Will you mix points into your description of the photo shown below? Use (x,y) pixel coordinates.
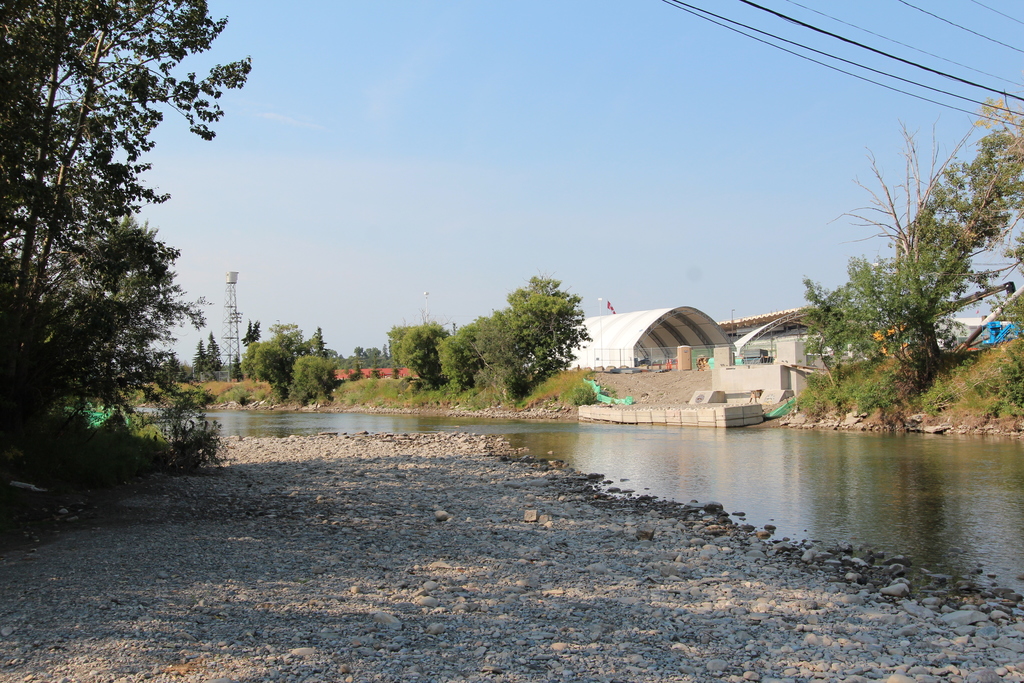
In this image there are trees (1019,208) and we can see a tunnel (714,339). At the bottom (576,596) there are stones (488,545) and we can see water (661,470). In the background (430,319) there is a tower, sky (508,90) and wires (909,46).
